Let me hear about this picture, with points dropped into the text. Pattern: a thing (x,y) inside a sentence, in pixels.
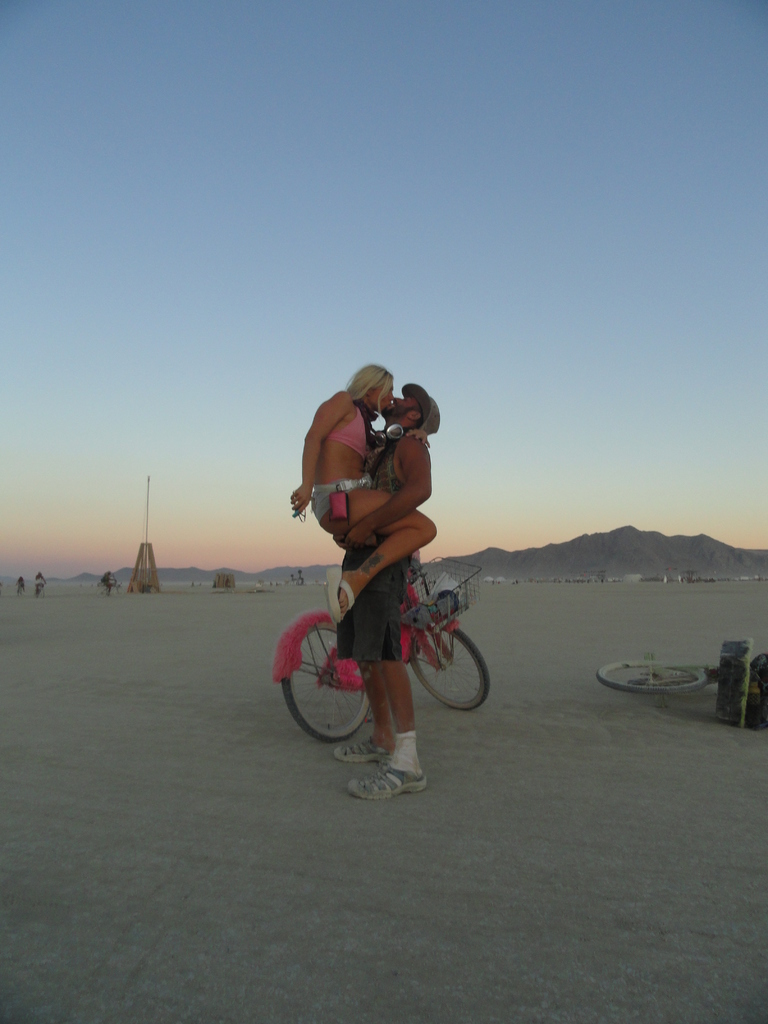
In this image, we can see a man (398,635) is carrying a woman (325,473) and kissing each other. Here we can see two bicycles (461,709) and some objects (727,666). Top of the image (304,214), there is a sky (446,333).
